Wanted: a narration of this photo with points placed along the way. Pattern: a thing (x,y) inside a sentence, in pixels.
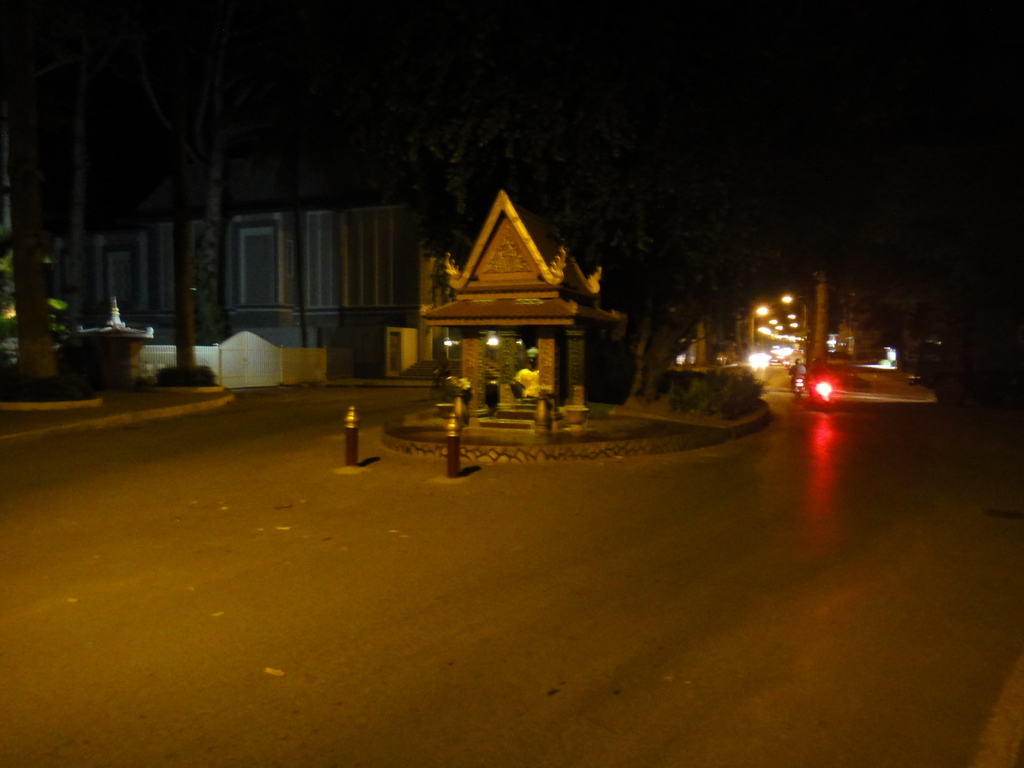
In this image, in the middle (449,325), we can see a hut (551,262) and some poles (454,428). On the right side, we can see some vehicles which are moving on the road (840,440), lights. On the right side (971,136), we can also see black color. On the left side (202,280), we can see buildings (254,249), window (246,273), tree (21,327). At the top (317,59), we can see black color, at the bottom (416,560), we can see a road (420,500).
